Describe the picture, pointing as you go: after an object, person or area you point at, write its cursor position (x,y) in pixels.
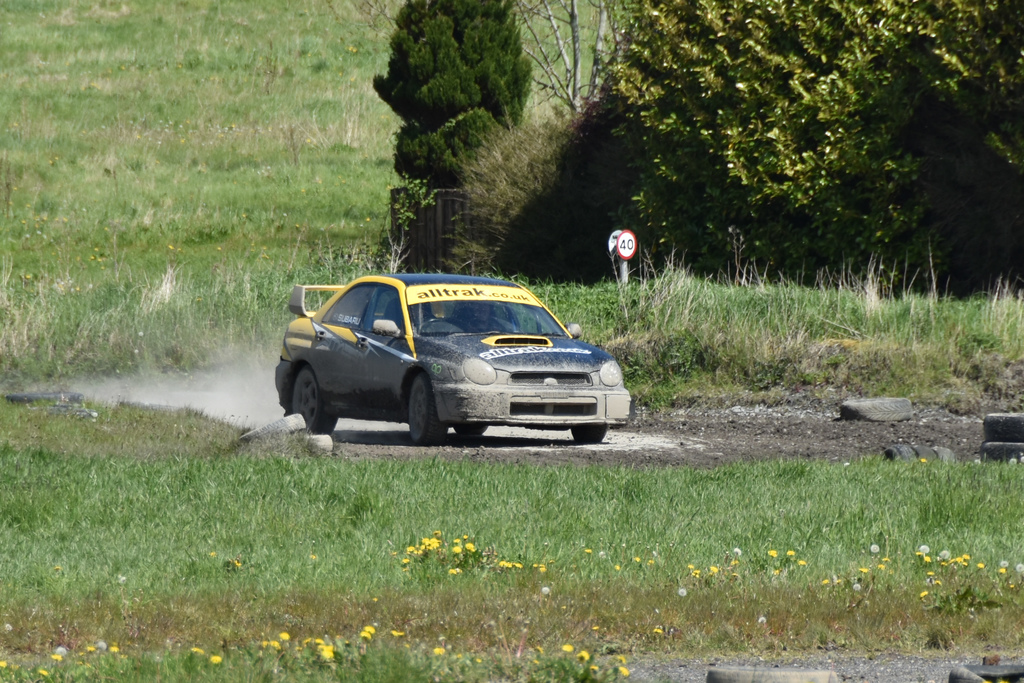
In the image on the ground (92,290) there is grass (410,573) and also there are yellow flowers (454,574). In the middle of the ground (287,284) there is a car (509,399) with something written on it and also there are few tires (861,404). Behind the car (425,376) there is a pole (622,279) with sign board (625,236). In the background (931,6) there are trees (984,71).
